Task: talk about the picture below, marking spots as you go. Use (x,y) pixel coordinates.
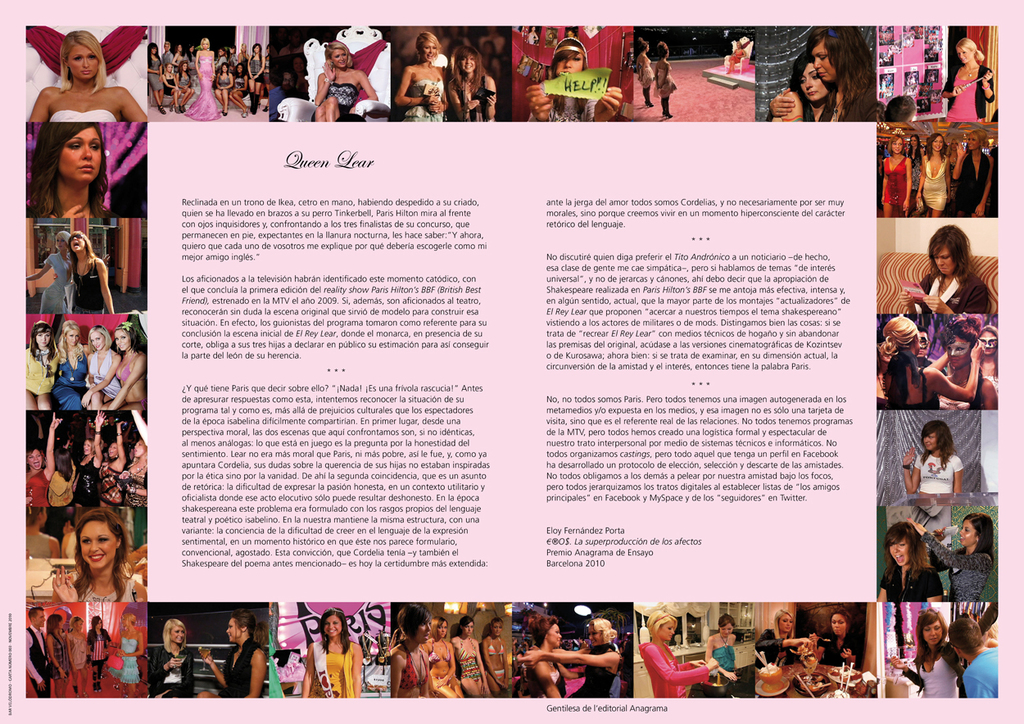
In the image we can see there are many pictures (938,548), in the pictures (130,508) there are many people (851,79) with different expressions and they are wearing clothes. In between there is some printed text (339,371).
